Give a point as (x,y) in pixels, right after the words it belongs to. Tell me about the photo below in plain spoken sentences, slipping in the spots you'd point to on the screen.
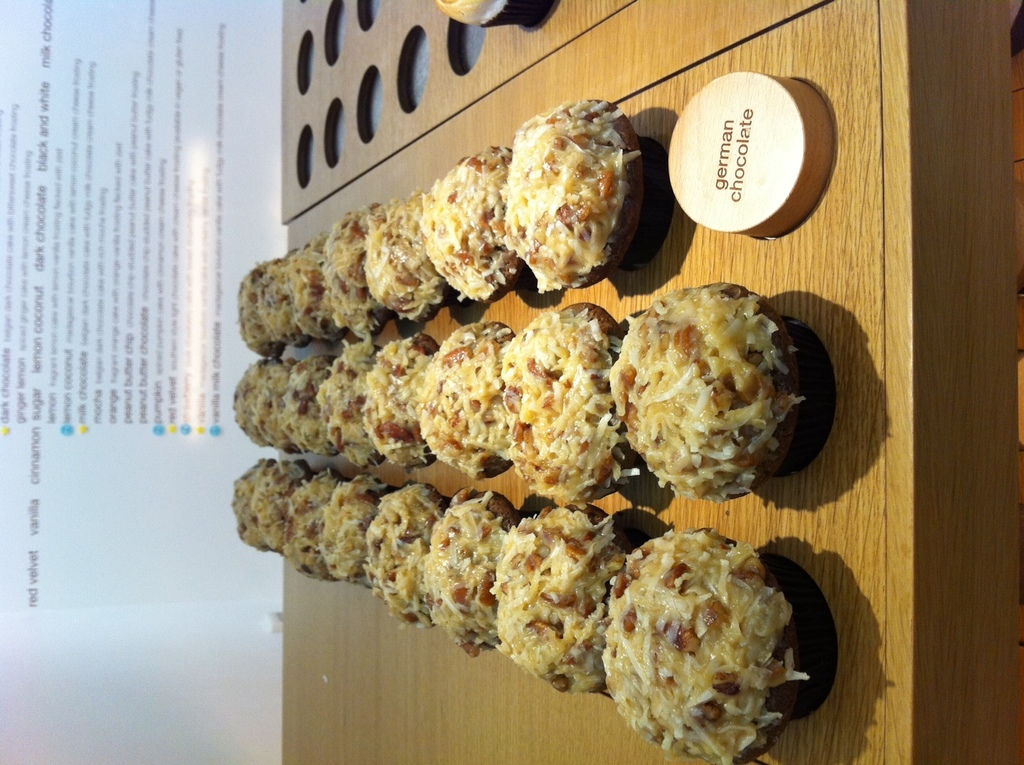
In this image we can see some food (571,483) which are placed on the table (671,244). We can also see a piece of wood (683,201) with some text (722,161) on it. On the backside (107,364) we can see some text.
